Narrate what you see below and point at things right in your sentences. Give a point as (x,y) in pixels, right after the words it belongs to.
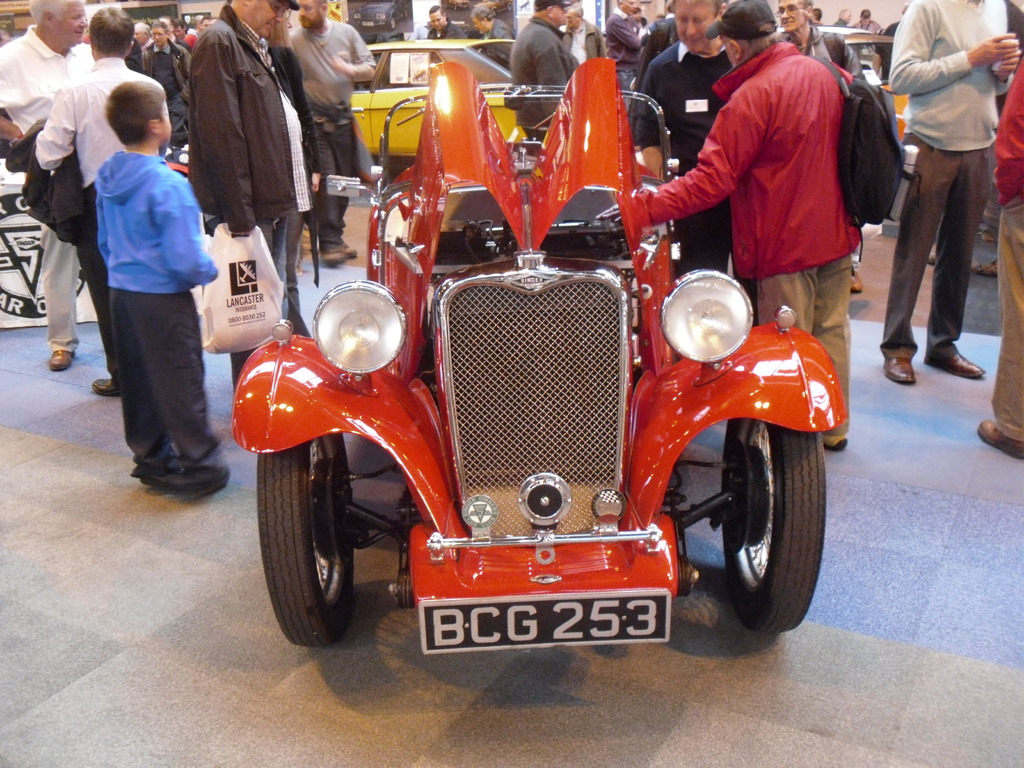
In this picture there is a man (736,212) who is wearing jacket (766,52), cap (744,30) and shoes (840,442). He is standing near to the red car (588,225). Beside that I can see the group of persons (73,174) were standing near to the table (13,251). In the background (929,104) I can see many people (479,28) were standing near to the yellow and orange car (902,115).
